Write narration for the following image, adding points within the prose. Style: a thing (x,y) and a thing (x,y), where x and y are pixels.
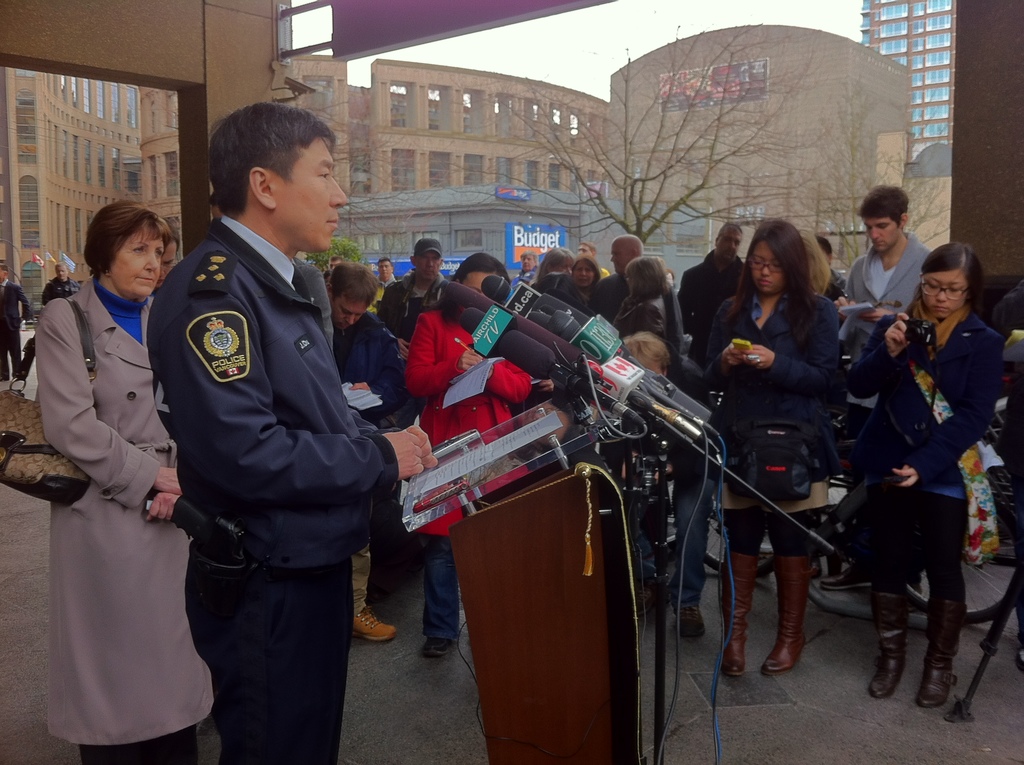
In this picture we can see a man (300,349) is standing in front of a podium (530,468), there are some microphones (562,344) on the podium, in the background (745,154) there are some buildings (667,114), trees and a hoarding (533,229), there are some people (772,275) standing in the middle (637,300), some of them are writing something, a woman (880,405) on the right side (957,396) is holding a camera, there is the sky (760,17) at the top of the picture (748,3).
